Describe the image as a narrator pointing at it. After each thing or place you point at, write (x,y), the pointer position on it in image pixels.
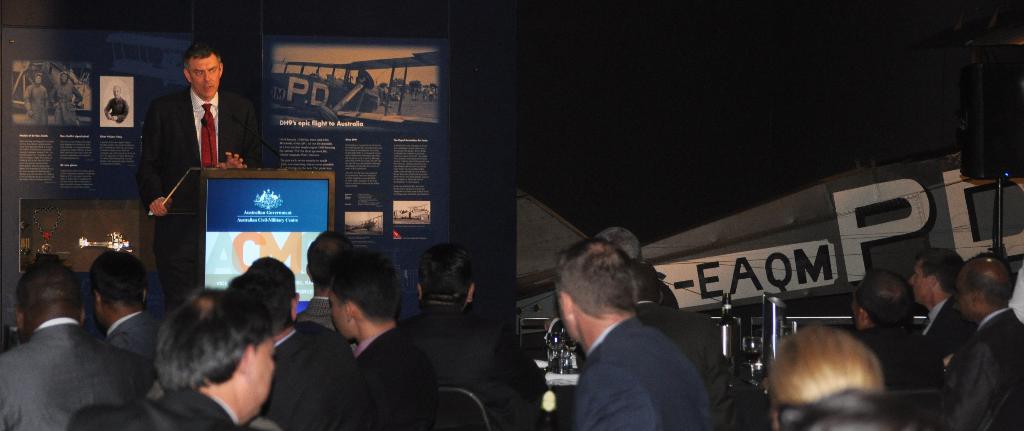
In this picture we can see chairs (466,407) and a group of people (951,395), speaker (969,132), posters (42,169), rods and some objects (757,332) and a man (174,147) wore a blazer (175,155), tie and standing at the podium (220,234) and talking on a mic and in the background (745,321) it is dark.
